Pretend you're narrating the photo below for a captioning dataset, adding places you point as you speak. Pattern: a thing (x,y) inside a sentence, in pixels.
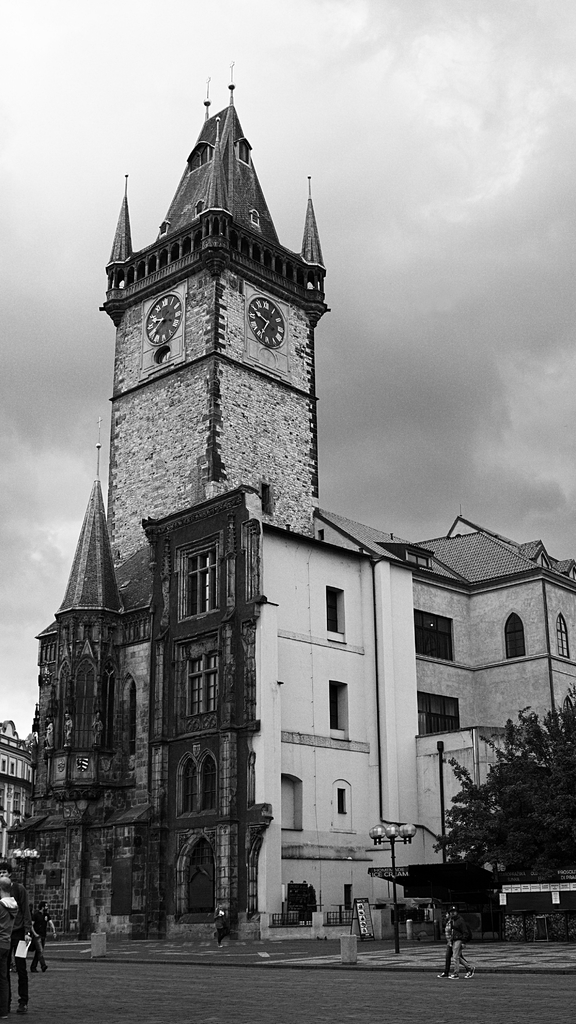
This is black and white picture where we can see road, pole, tree (522,802) and building (309,719). The sky (346,245) is covered with clouds (418,327).
